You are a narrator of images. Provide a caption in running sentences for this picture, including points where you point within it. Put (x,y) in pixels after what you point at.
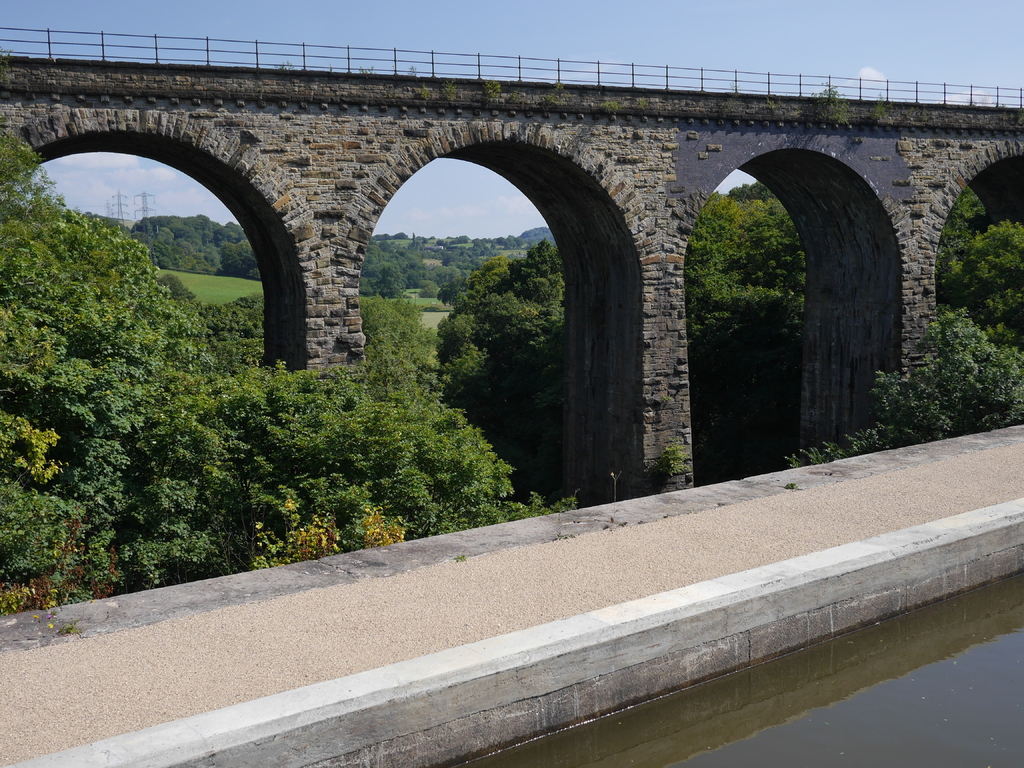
In this image, we can see some trees (948,417), plants (1010,401), towers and the bridge (381,168). We can see some water (970,677) with the reflection (874,660). We can also see the sky (453,39) with clouds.
